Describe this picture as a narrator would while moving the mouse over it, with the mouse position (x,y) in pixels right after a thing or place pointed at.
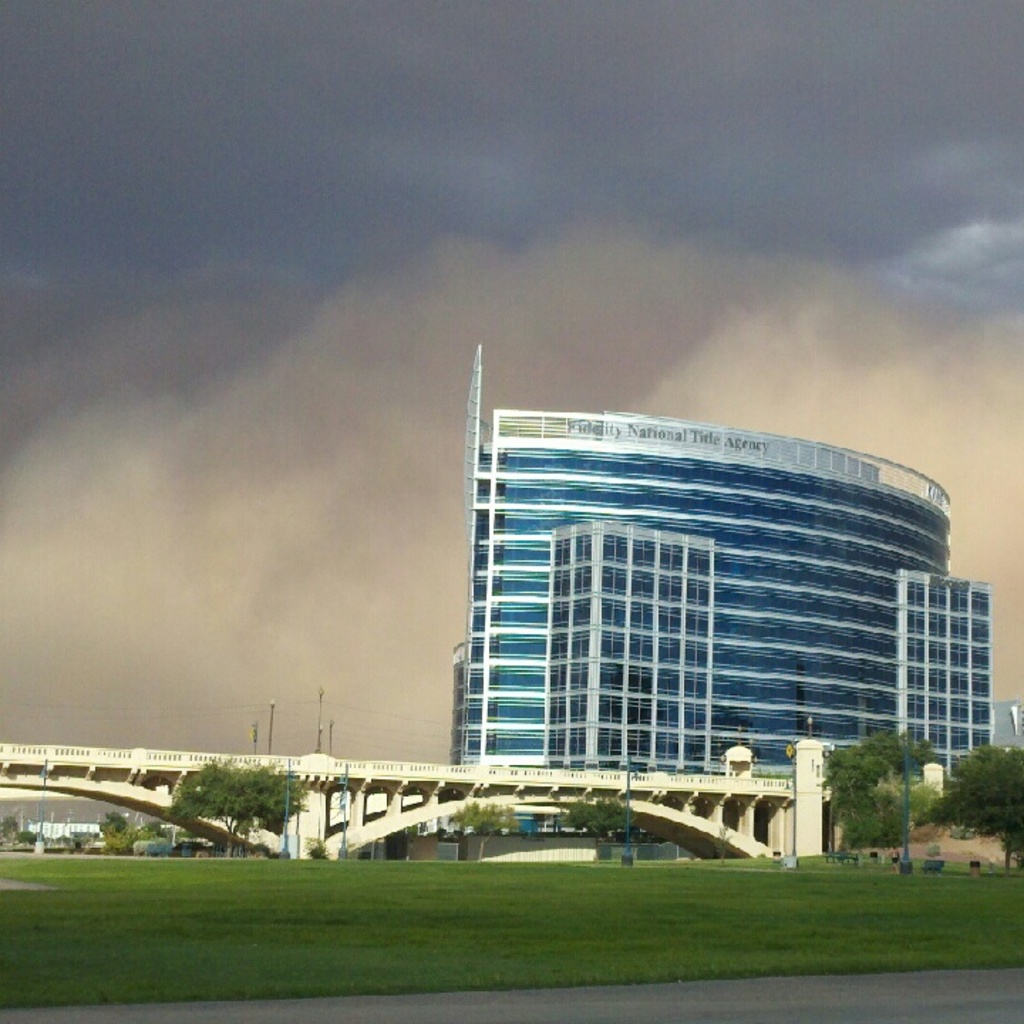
There is grass lawn (400,909). In the back (315,804) there is a bridge (311,775), tree (872,756), building (689,645) and sky (325,295) with clouds (325,492).
